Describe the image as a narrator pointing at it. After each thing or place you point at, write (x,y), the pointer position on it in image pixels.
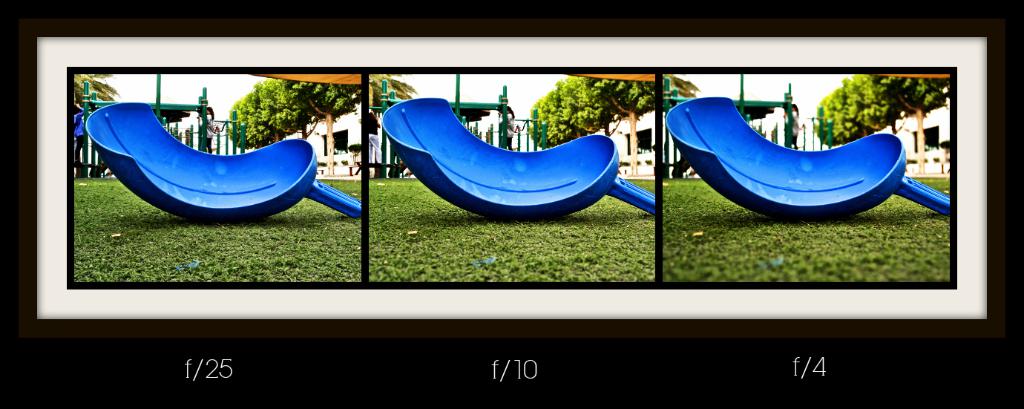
In this picture there is a collage of three picture which has a blue color object (523,158) placed on a greenery ground (258,247) and there are few trees (300,103), a woman (210,113) and some other objects (187,113) in the background (252,102) and there is something written below the image.
